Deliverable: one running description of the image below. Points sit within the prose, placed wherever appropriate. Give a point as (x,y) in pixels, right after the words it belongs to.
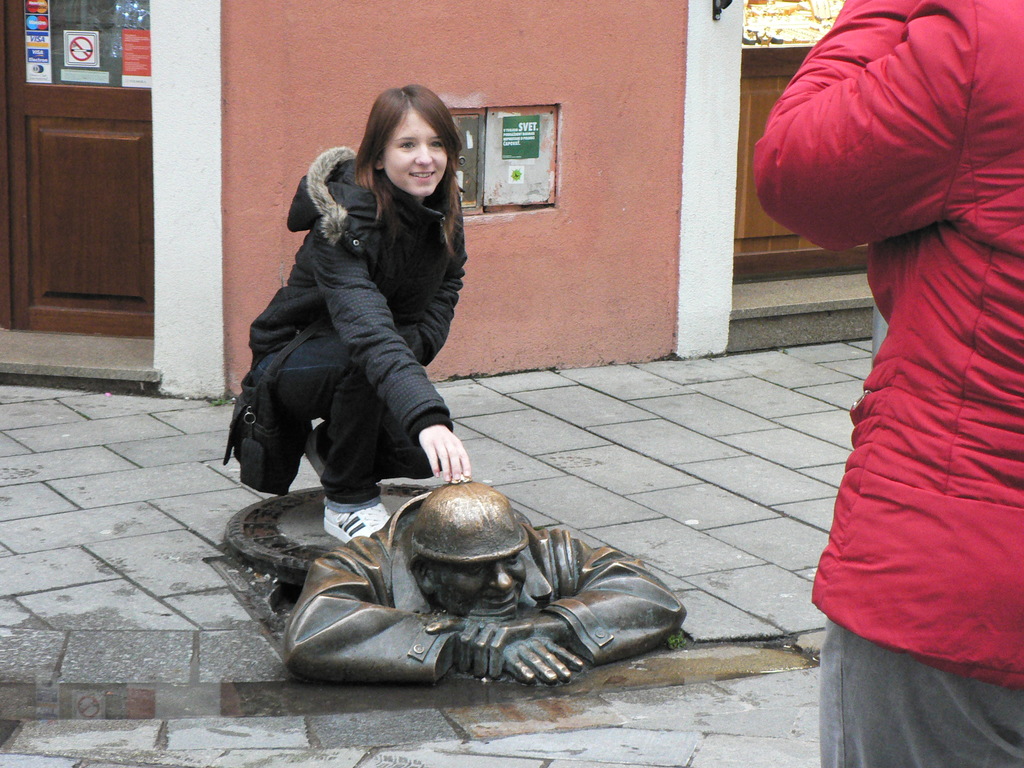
In this image we can see a girl (389,229). At the bottom of the image (515,659), we can see a sculpture (373,605) on the pavement (293,687). In the background (296,159), we can see a wall (570,163) and a door (58,241). There is one more person (884,43) on the right side of the image (905,380).
